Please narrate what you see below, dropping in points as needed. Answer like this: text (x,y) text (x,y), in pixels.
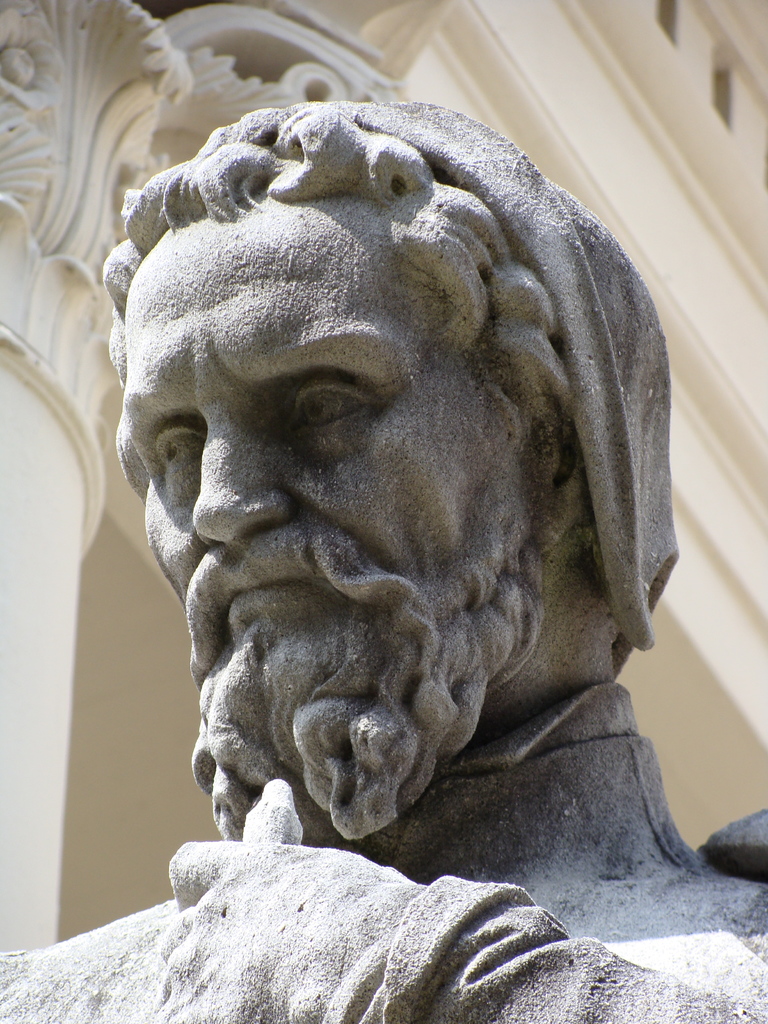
In this picture we can see a statue (121,928) of a man (169,528) and in the background (31,257) we can see a building (364,10), pillar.
